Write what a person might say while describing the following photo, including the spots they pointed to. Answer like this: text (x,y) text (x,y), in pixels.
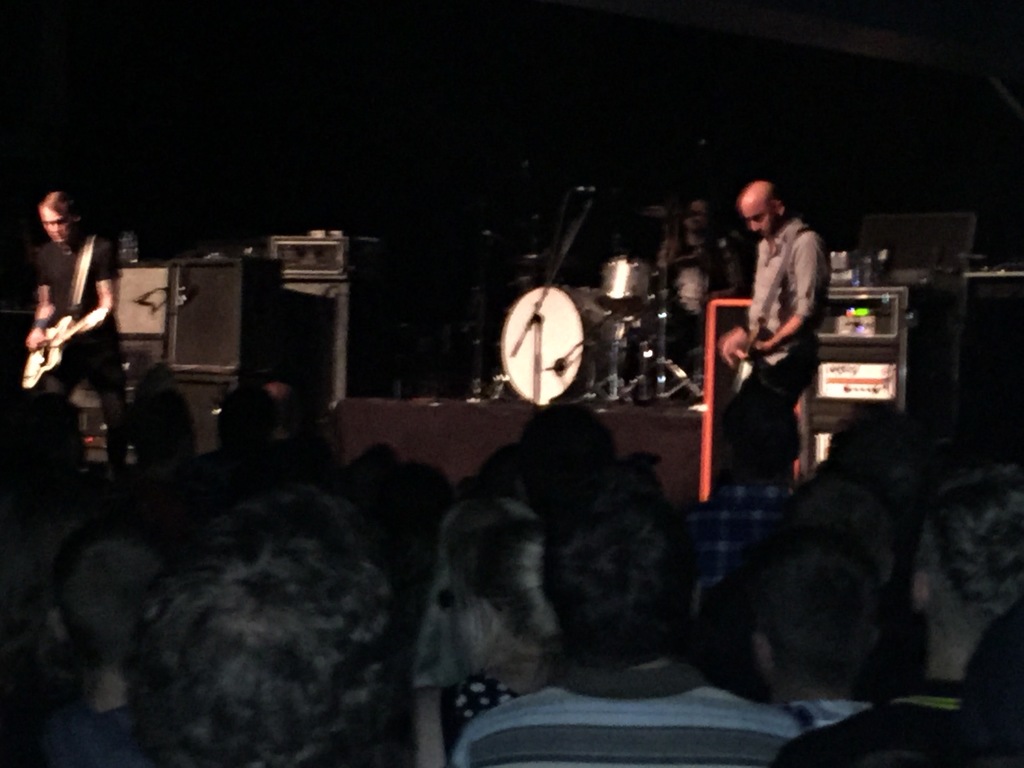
In this image, There are some people (890,565) sitting, In the background (776,355) there are some people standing and there are some music instruments (68,329) and they are playing.
